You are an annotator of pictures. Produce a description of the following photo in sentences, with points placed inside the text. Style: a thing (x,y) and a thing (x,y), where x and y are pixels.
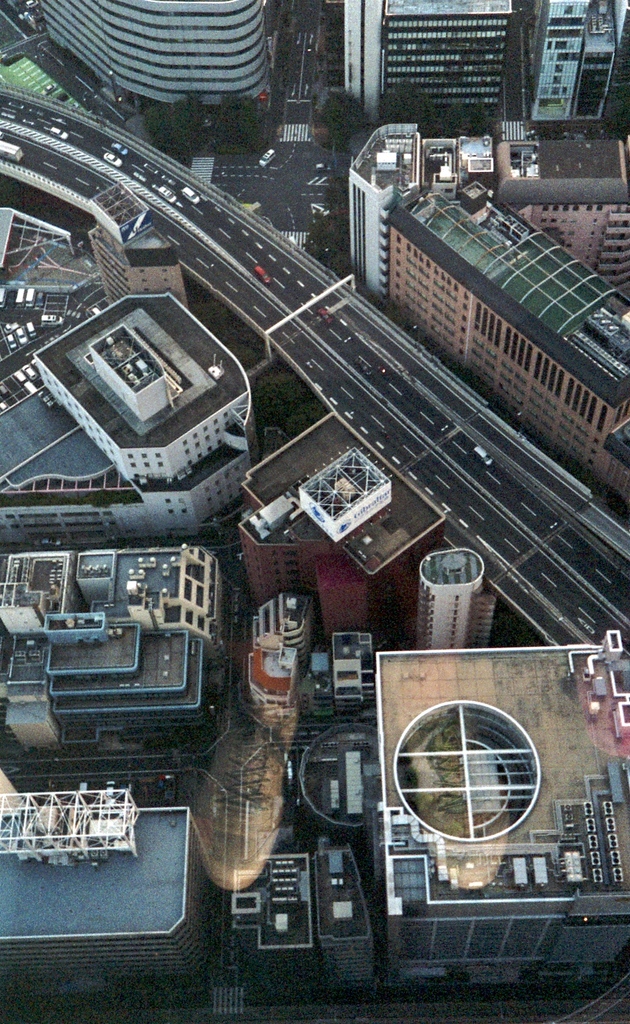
In this image we can see there are buildings (278,583). And there are vehicles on the road (360,395). We can see a few objects (107,813) in the building (420,667).
